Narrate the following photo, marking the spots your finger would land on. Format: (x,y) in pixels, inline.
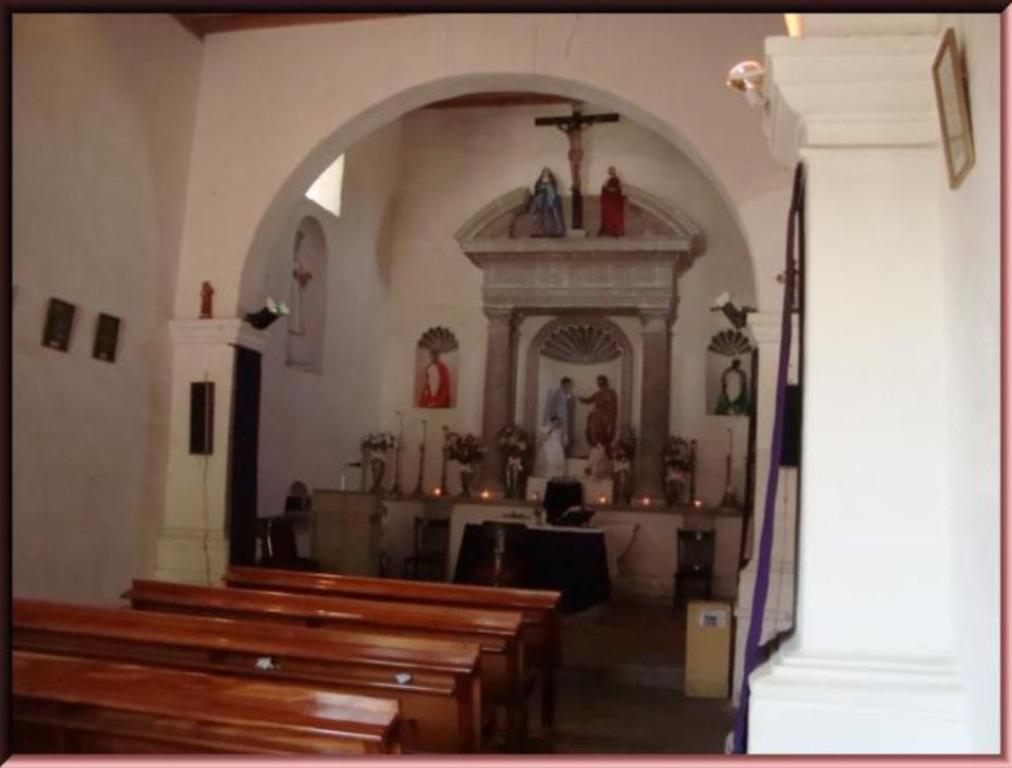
This is an inside picture of a church (834,329). There are statues (622,232). There is a statue (579,161) of a Jesus (581,144) with the cross symbol (579,189). The wall (393,252) is in white color. These are benches (410,656) in brown color. There is a table (563,542). This is a podium (370,532) with a mic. Candle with a light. Chair (442,525).
